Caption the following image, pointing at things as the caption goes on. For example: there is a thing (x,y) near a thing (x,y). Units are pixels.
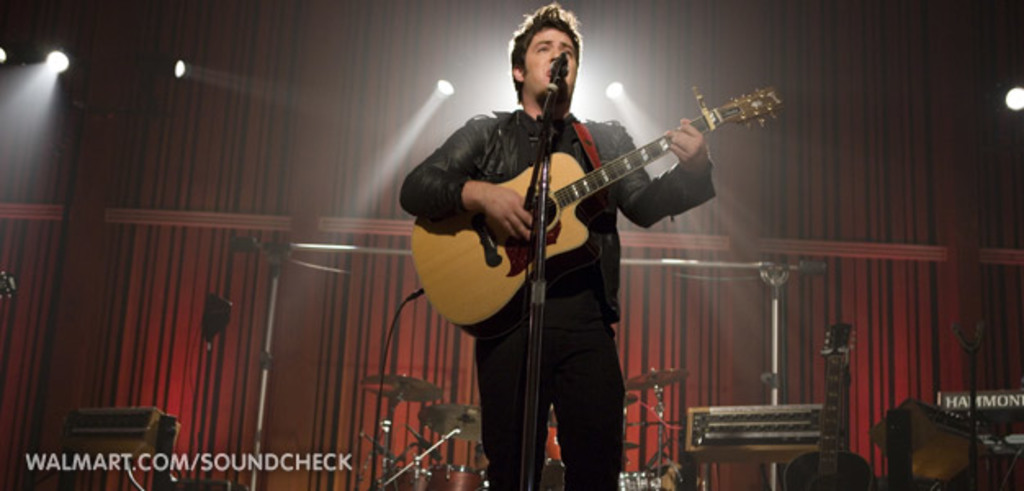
A man (502,149) performing a show holding a guitar (646,160) and have a mike (562,59) in front of him and behind him there are some musical instruments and behind there is wall (921,276) of red color.
